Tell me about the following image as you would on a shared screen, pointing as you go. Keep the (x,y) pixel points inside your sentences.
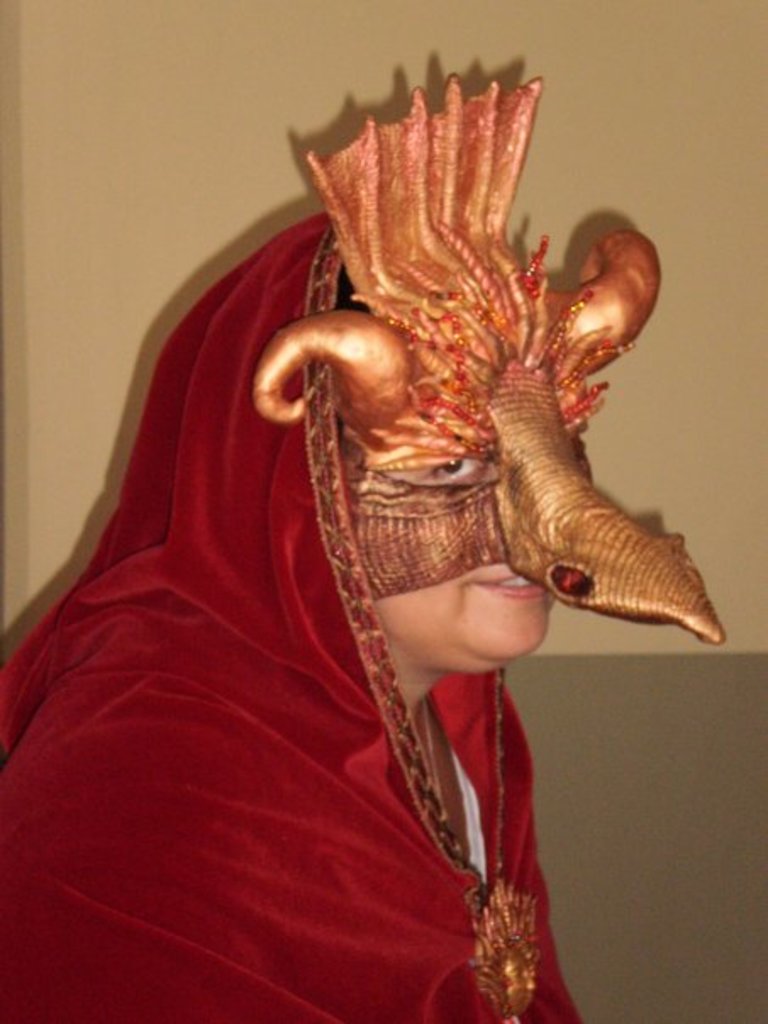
In this picture there is a person (386,680) wore costume (560,519). In the background of the image (696,429) we can see wall (655,487).
